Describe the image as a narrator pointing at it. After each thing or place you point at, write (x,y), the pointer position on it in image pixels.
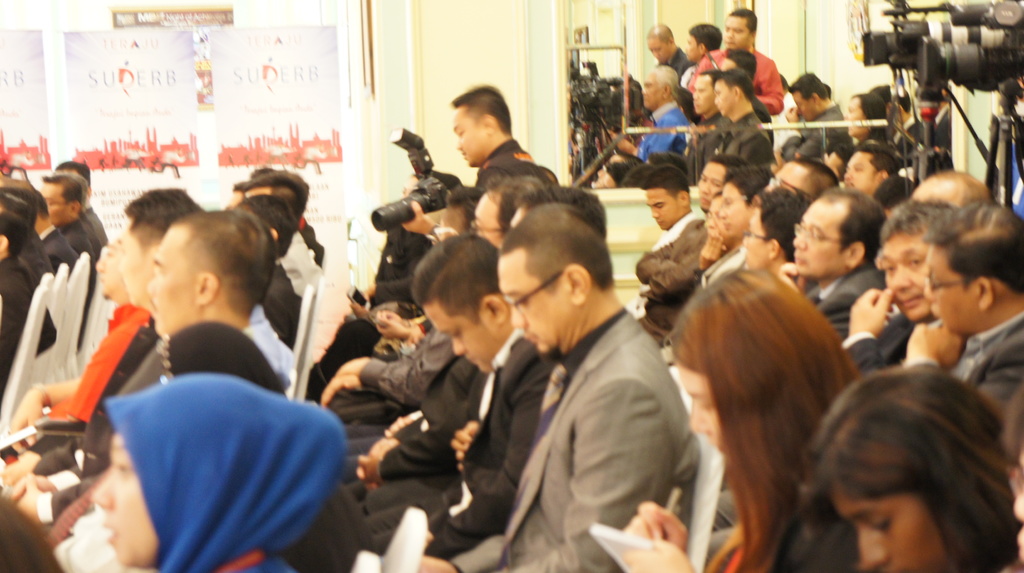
In this image we can see a few people (511,206), some of them are sitting on the chairs (302,398), some people (473,399) are writing on the papers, one person (533,177) is holding a camera (427,181), there are video cameras (965,71) on the stands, there are posters (253,104) with text (239,82) on them, which are on the wall (388,125).
